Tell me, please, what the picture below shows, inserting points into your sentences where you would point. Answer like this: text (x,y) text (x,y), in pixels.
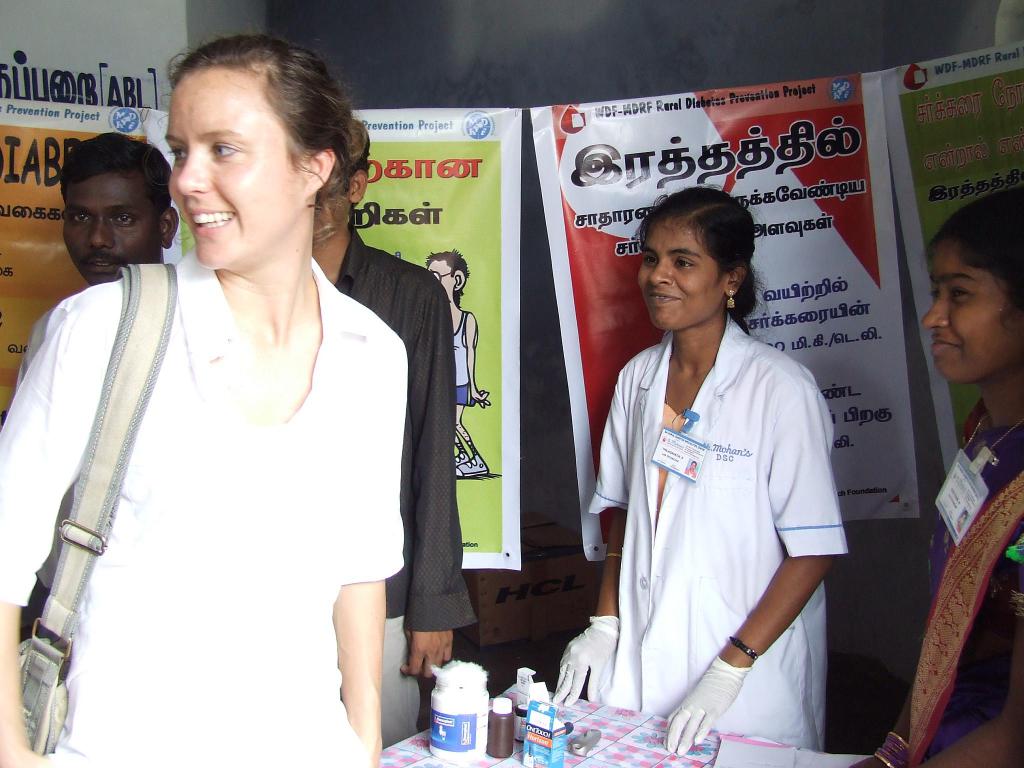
In the picture I can see a woman (201,536) wearing white dress (196,557) is standing and smiling in the left corner (212,345) and there is a table (599,760) which has few objects (541,746) placed on it is beside her and there are two persons (756,427) standing in the right corner (721,430) and there are few banners (569,156) which has something written on it in the background (709,175).
